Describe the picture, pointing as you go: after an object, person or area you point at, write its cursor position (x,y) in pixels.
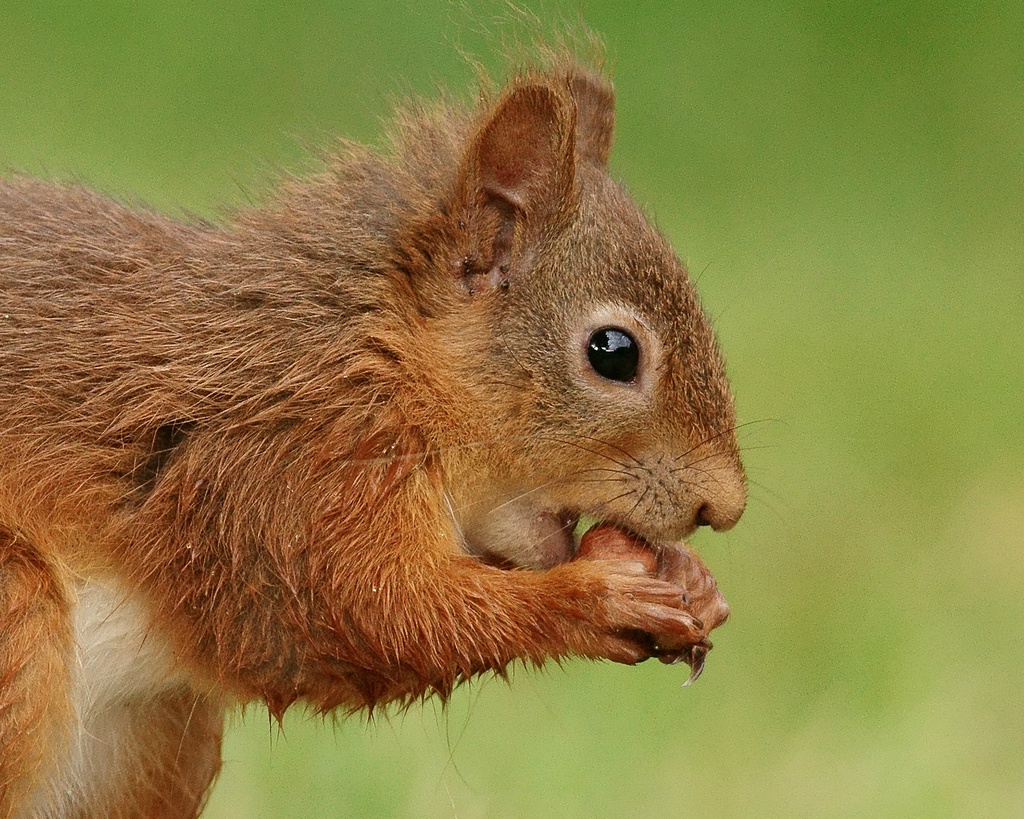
In this picture we can see a squirrel (619,441) and holding a brown object (616,555) in the hands (593,576). Background (824,645) is blurry.
